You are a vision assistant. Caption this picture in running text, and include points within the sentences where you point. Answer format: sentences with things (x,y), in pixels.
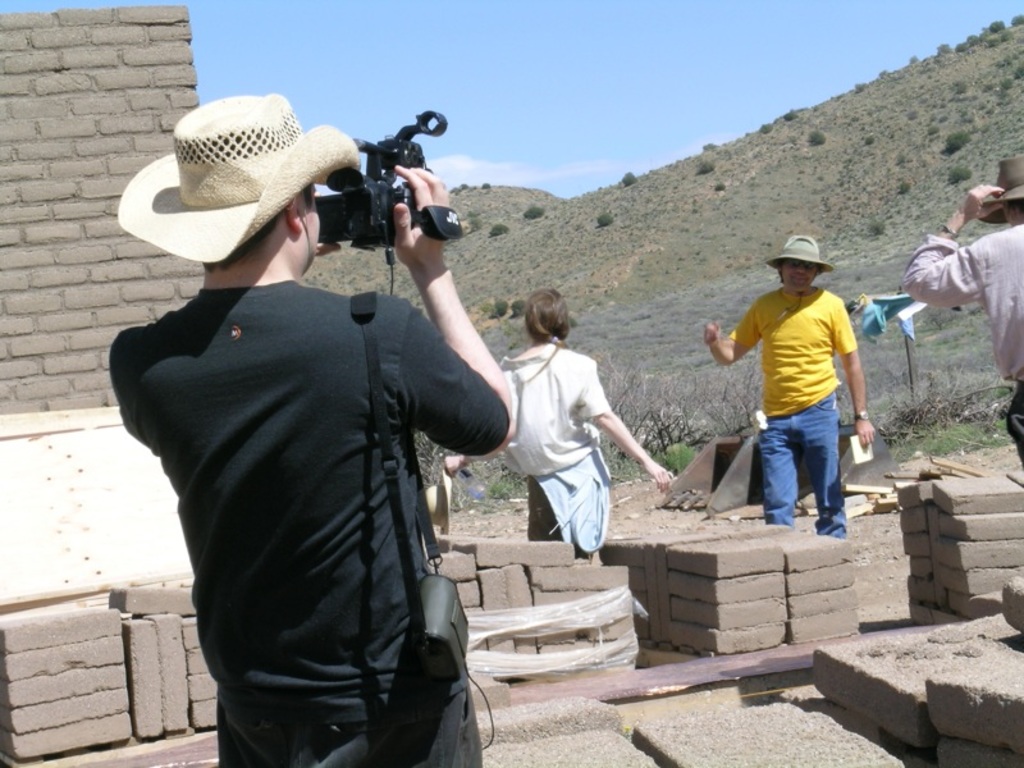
In this picture we can see a group of people (286,549) standing. A man (330,508) in the black t shirt (325,378) is holding a camera (368,194). In front of the man (308,438) there are bricks (664,570), wall (120,305), hills (483,206), plants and the sky (488,46).
